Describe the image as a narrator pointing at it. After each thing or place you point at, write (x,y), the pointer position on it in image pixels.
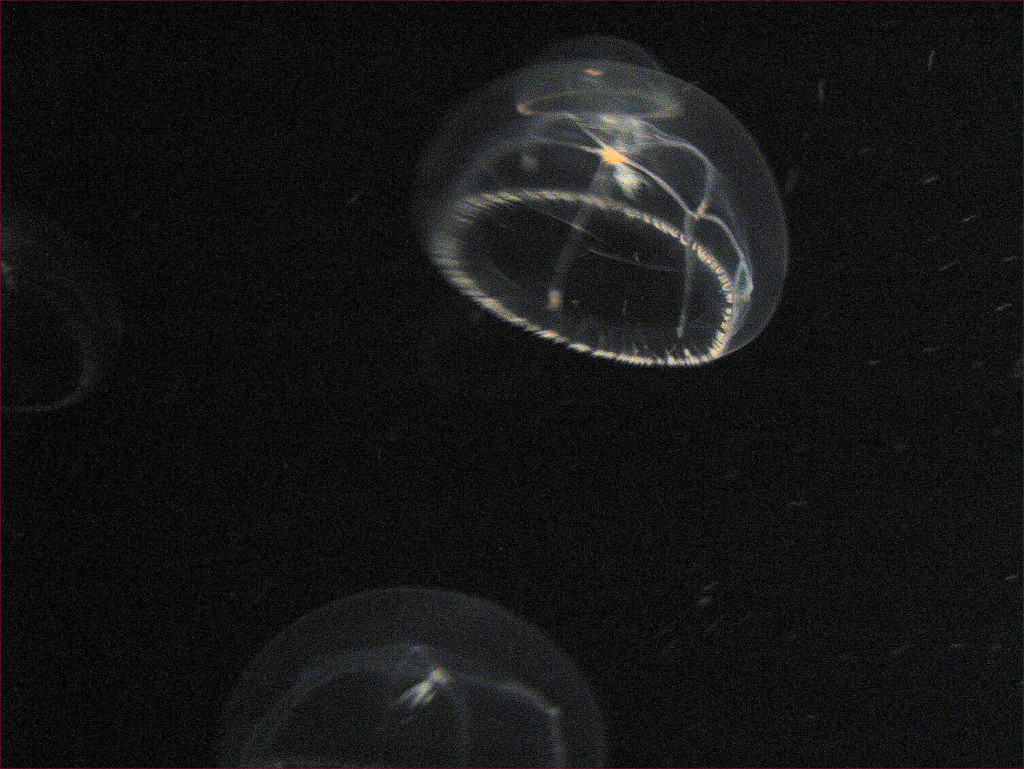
In this image we can see a 3 similar objects (59,336). The objects (590,218) are jellyfish (480,643).
